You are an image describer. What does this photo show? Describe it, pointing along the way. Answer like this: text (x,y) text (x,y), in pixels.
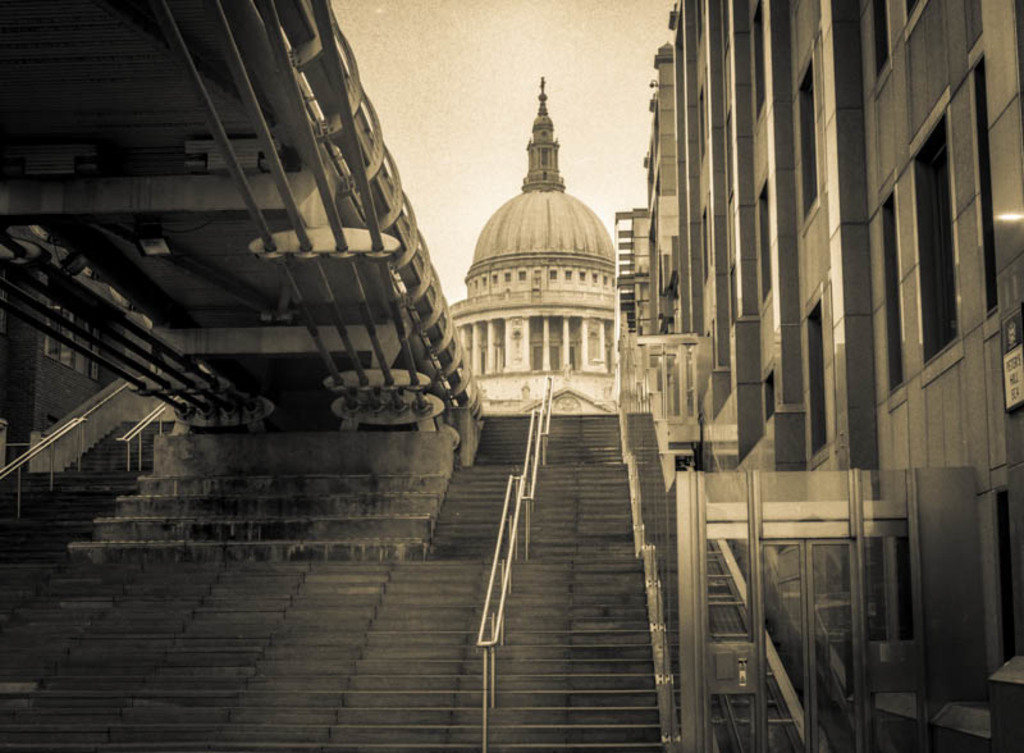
At the bottom of the picture (373,610), we see a staircase (169,599) and beside that, we see stair railing (500,617). Beside that, we see a bridge (219,228). On the right side (873,426), we see buildings (970,393) and a glass door (736,610). In the background (509,267), we see a church (514,340). At the top of the picture (495,92), we see the sky (451,13). This picture is in black and white color.
